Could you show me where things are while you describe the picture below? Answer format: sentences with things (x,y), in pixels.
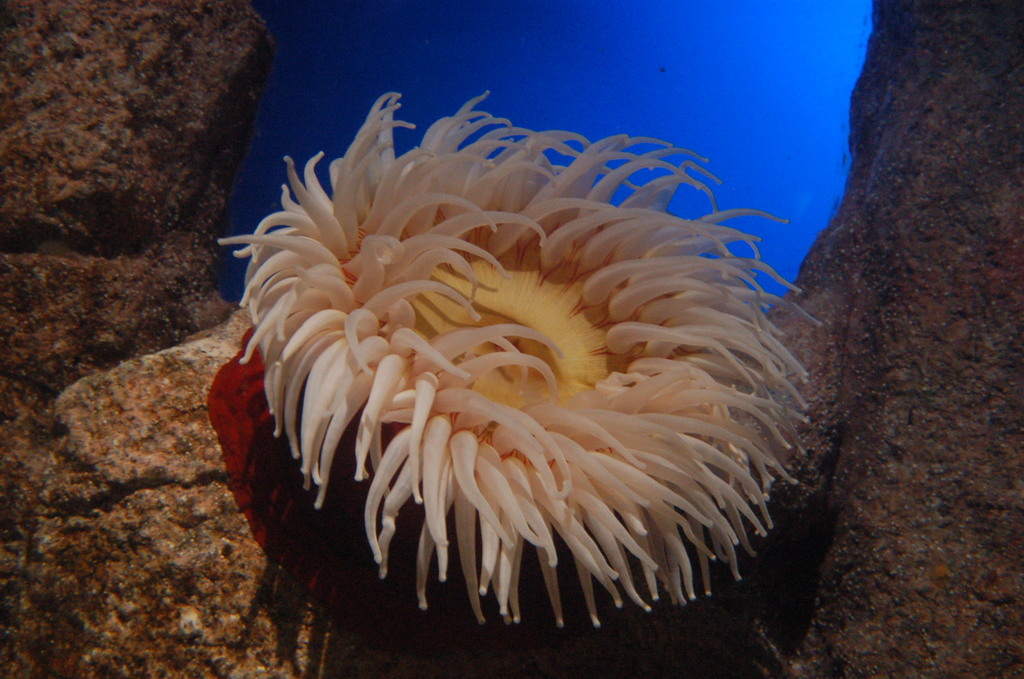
In this image we can see an aquatic animal (536,392) in the water (786,243). Behind the animal (559,218) we can see the rocks (64,423).
